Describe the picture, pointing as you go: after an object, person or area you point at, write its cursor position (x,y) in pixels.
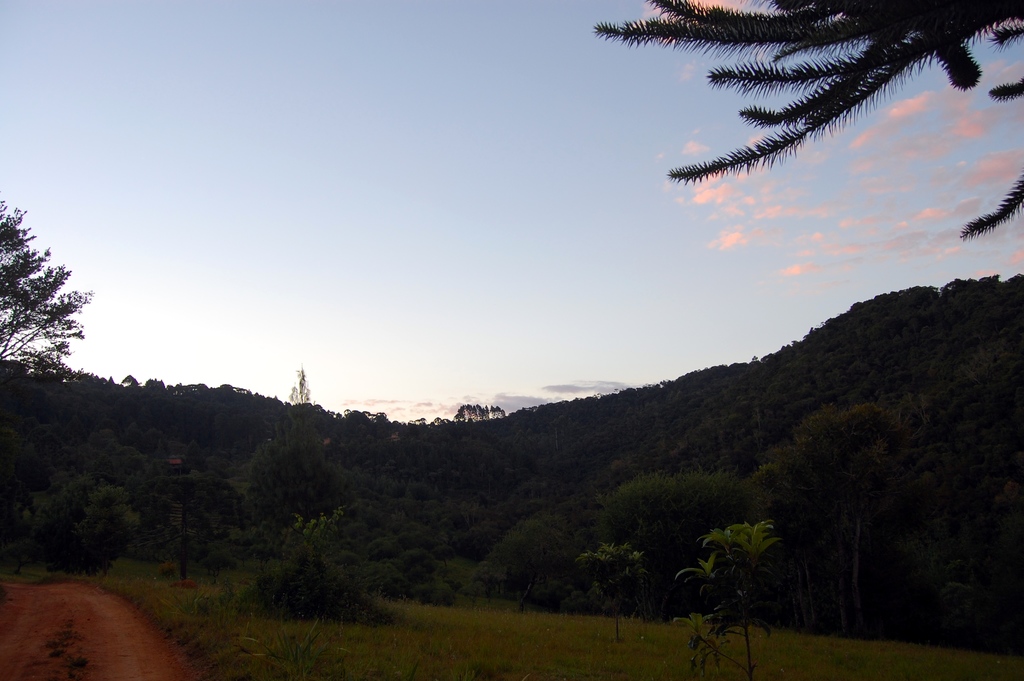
In this image we can see some plants (262,589), trees (96,396), also we can see the sky (552,115).
